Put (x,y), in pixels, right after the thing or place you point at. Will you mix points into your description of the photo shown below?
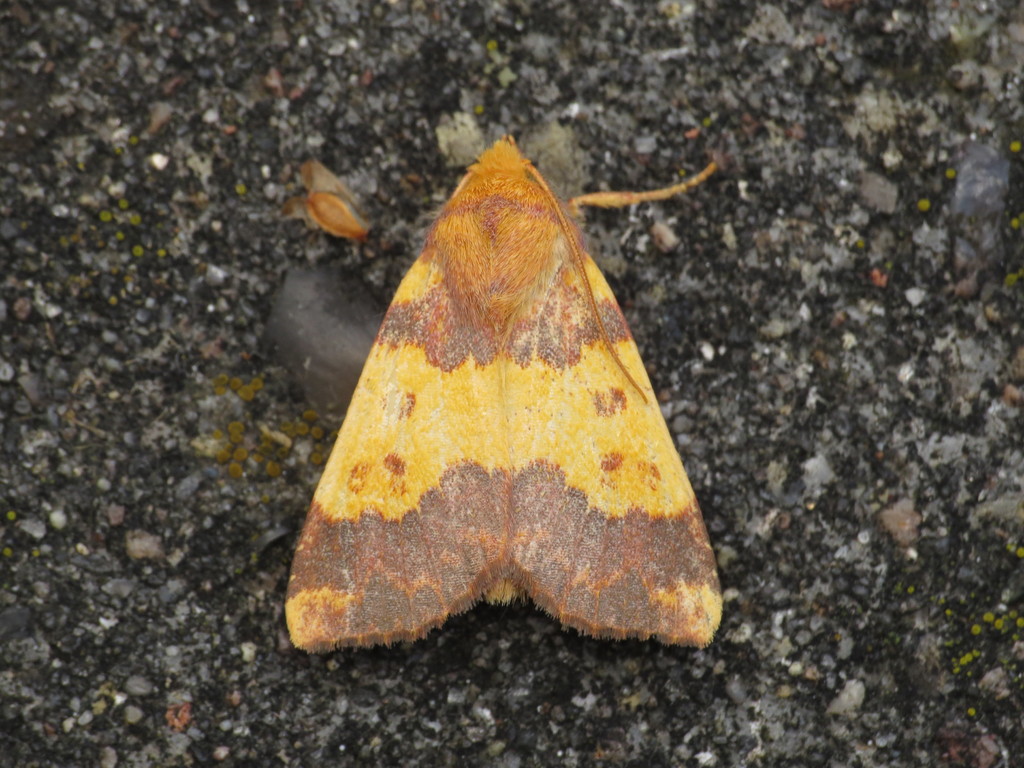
In the foreground of this image (490,365), there is a moth (431,419) on the ground (129,499).
